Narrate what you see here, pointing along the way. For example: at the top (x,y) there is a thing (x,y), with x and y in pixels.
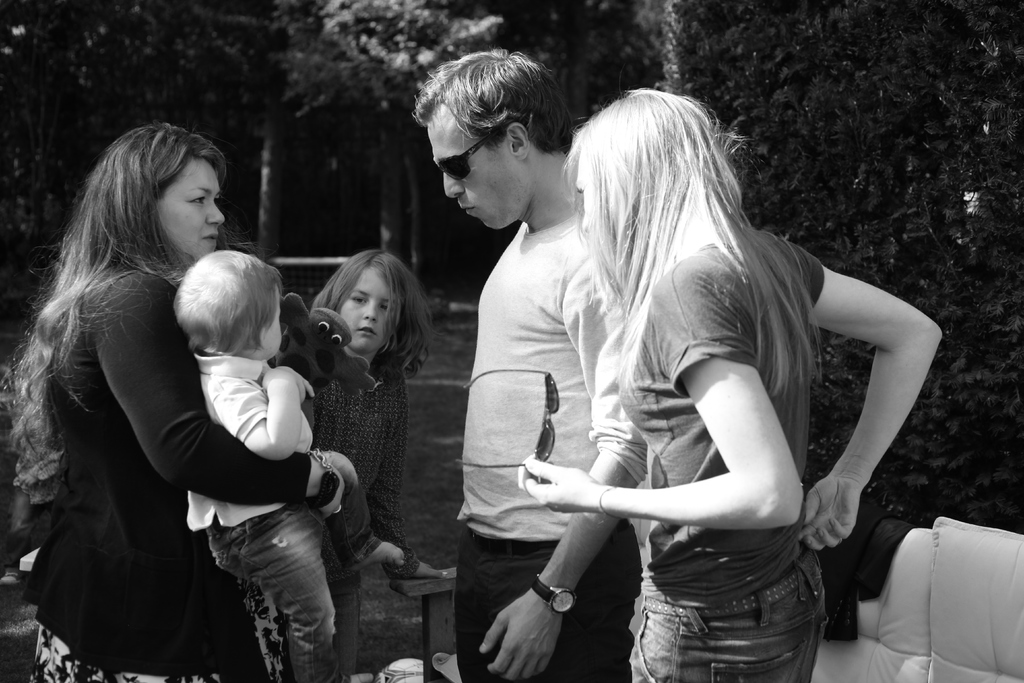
Black and white picture. Here we can see people (708,287). This woman (672,431) is holding goggles (555,396). Another woman (108,421) is holding a baby (303,399). In-front of this baby (287,372) there is a toy (323,340). On this couch (920,681) there is a jacket (859,543). Background (808,12) we can see trees (291,23).
